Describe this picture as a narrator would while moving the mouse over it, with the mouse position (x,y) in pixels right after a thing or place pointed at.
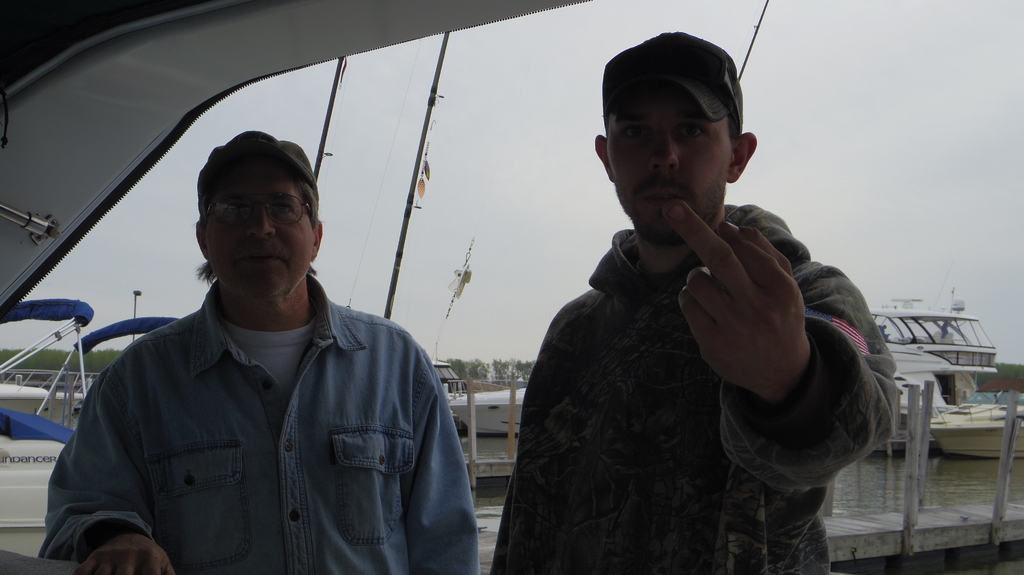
In this picture there are two men (396,434) and we can see rods (395,288), poles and boats (17,392) above the water (491,501). In the background of the image (524,345) we can see trees (484,378) and sky (488,350).
